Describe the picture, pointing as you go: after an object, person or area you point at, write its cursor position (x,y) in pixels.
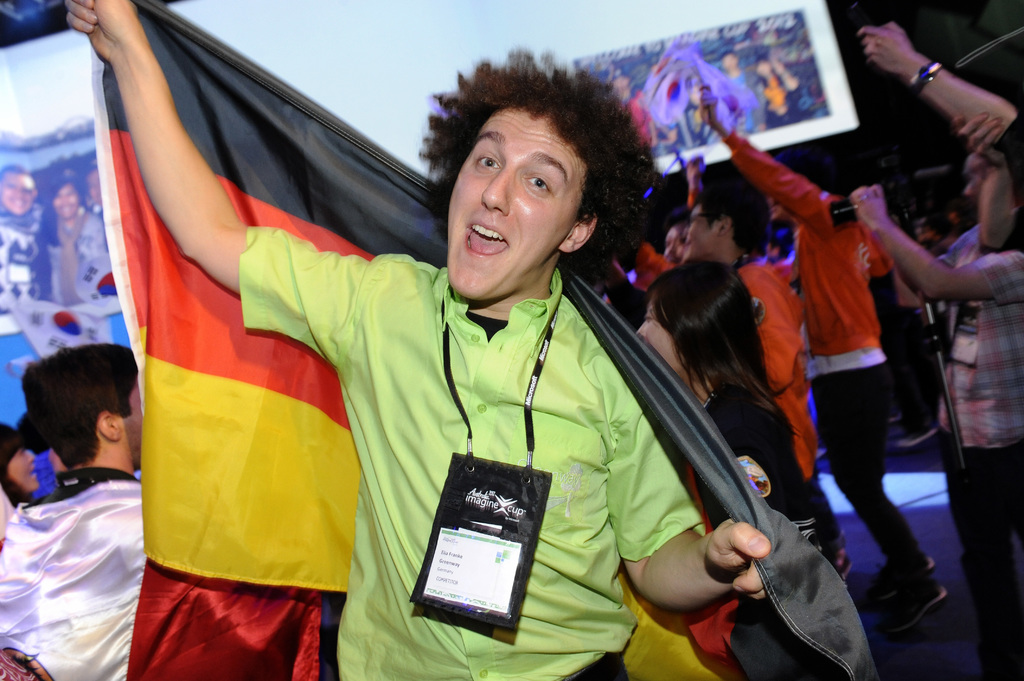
In this image in the foreground (441,406) there is one man (442,440) who is standing and he is holding one cloth (256,539). In the background (63,548) there are some people (725,321), and also there is a screen (331,58) and some other objects (917,171).
